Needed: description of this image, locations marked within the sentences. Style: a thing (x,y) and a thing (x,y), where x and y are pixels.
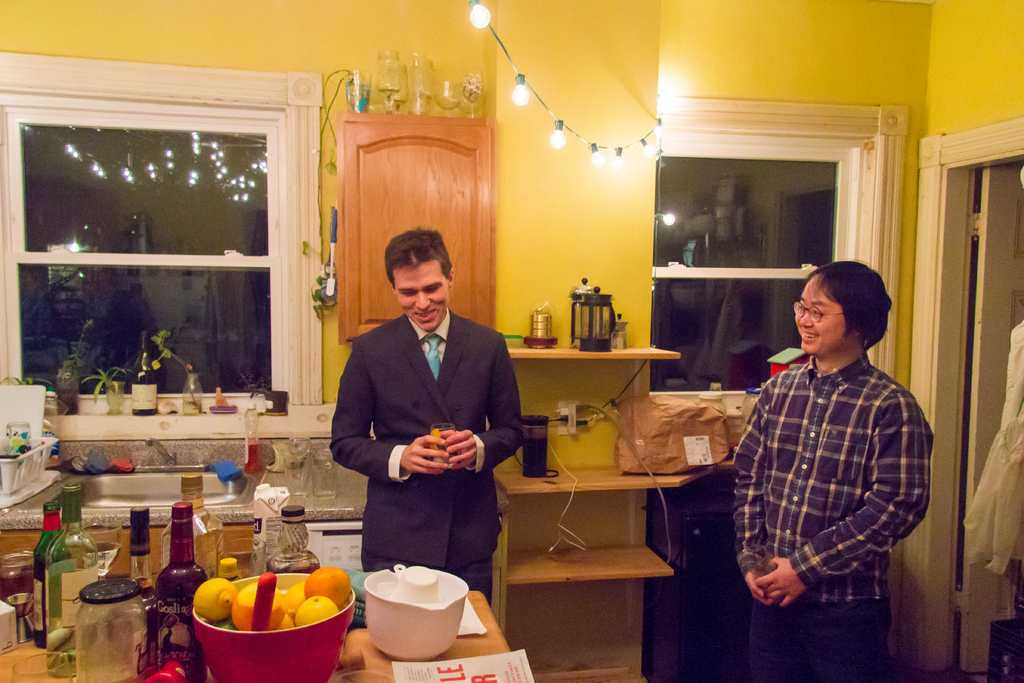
In this image, we can see people (446,345) standing and holding glasses (438,451) and there are bottles (210,559), fruits (316,586), jars (95,623) and some glasses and a knife (259,623) are placed on the table (376,647). In the background (113,374), there are flower vases (119,384), windows (163,225) and some jars (386,102) on the cup board (429,187) and a coffee maker (594,329) and some other objects (543,443) are in the stand (595,468) and a pack (694,419) and there is a wall (713,56). At the top (600,160), there are lights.
